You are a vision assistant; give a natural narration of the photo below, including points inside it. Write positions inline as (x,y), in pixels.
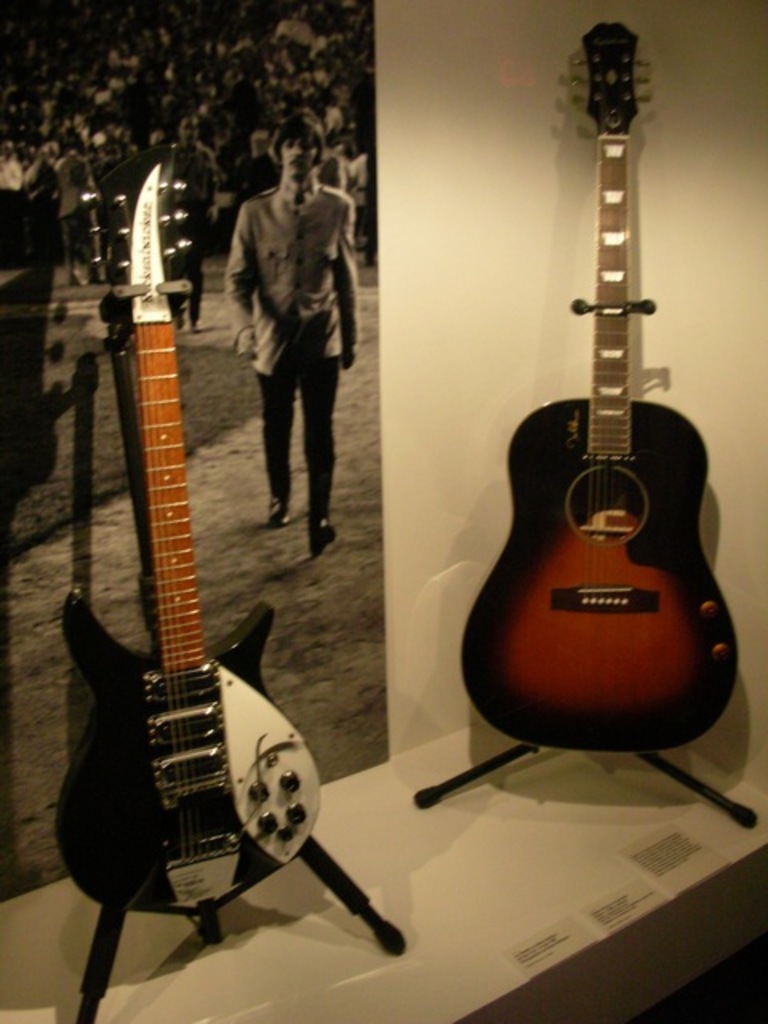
Here there are two guitars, person (314,267) walking, here the crowd (206,79) is sitting.
